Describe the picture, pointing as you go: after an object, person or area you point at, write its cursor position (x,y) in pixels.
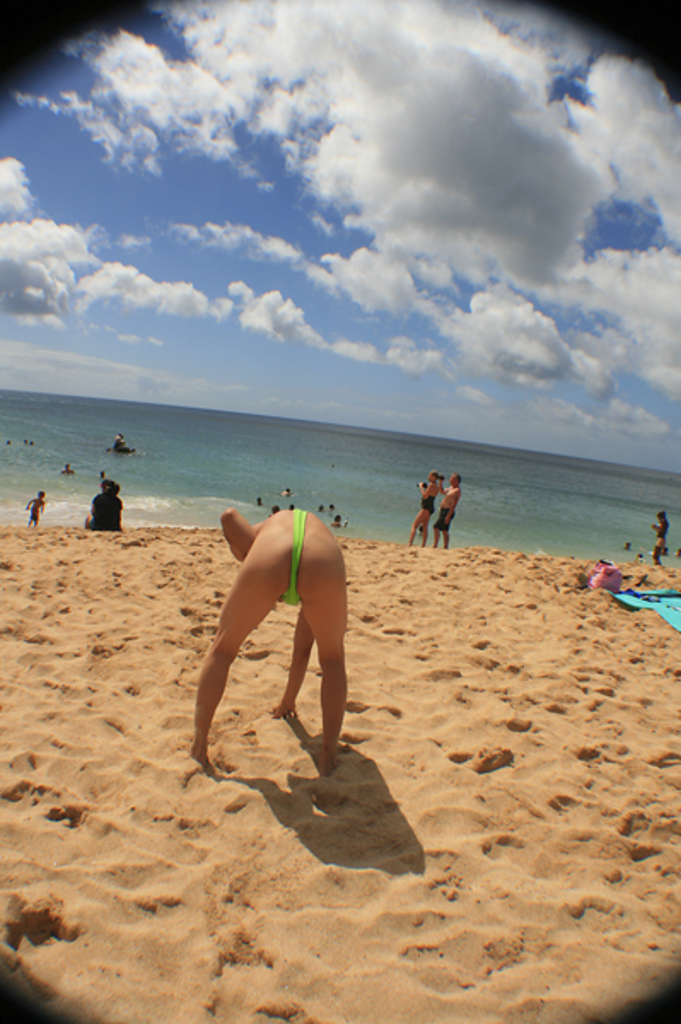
In the middle of this image (265,604), there is a person (249,596) in a green color dress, bending and placing a hand (280,712) on a sand surface (415,730). In the background (605,479), there are other persons (664,542), some of them are in the water (192,461) of the ocean (387,442) and there are clouds (290,254) in the blue sky (10,104).
